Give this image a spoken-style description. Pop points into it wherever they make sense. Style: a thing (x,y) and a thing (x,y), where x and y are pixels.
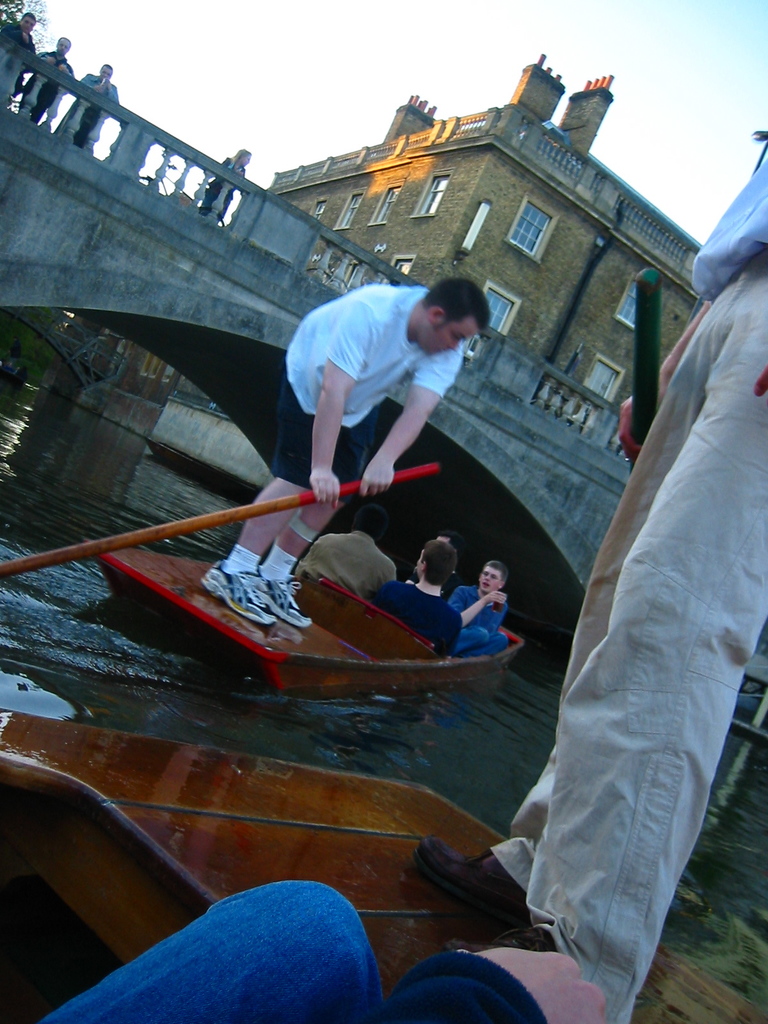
In this picture I can see the water (532,708) on which there are boats (326,831) and I see few persons (313,508) on it and I see 2 men (338,478) who are holding paddles (341,487) in their hands (383,473). In the middle of this picture (501,347) I can see a bridge (94,202) on which there are few persons (33,28). In the background (178,73) I see a building (473,119) and the sky (573,58).
